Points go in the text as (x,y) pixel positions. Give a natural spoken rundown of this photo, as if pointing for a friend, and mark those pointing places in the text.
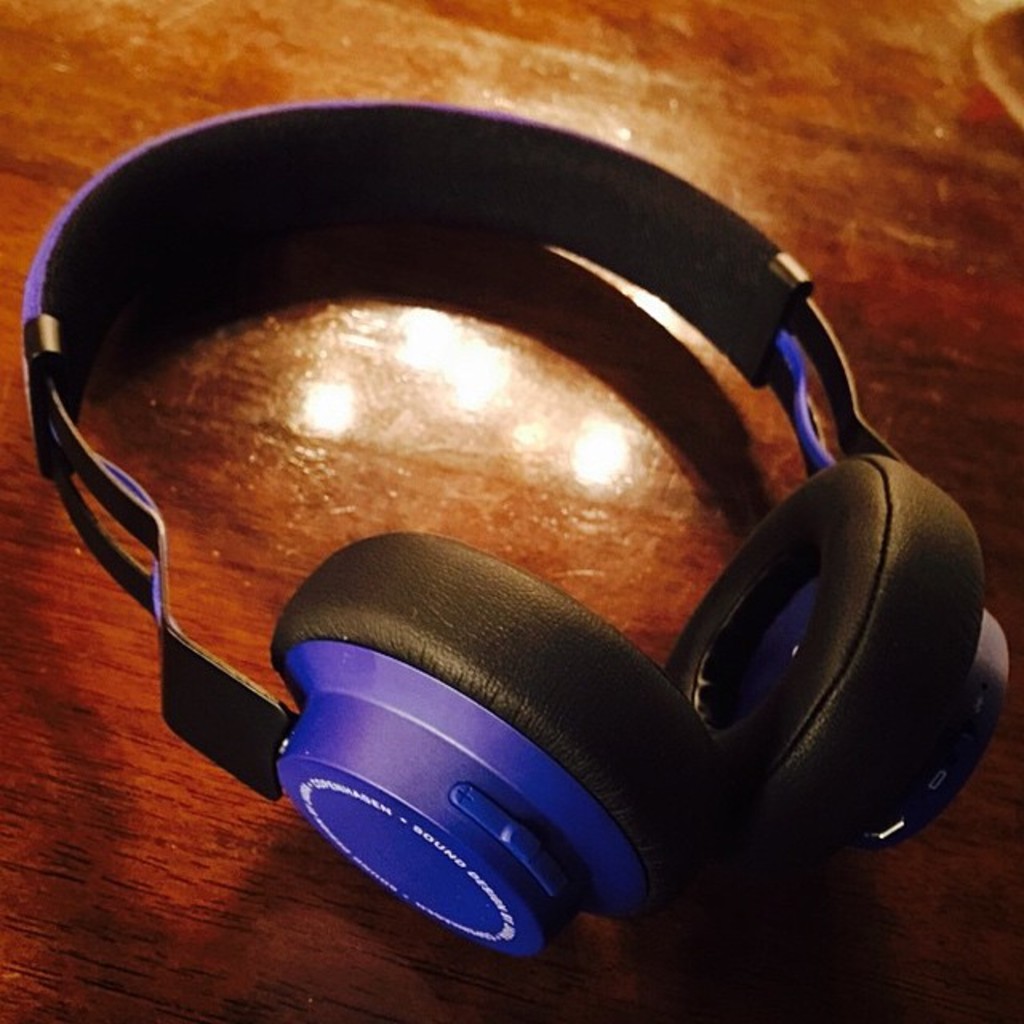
In the picture we can see an headset (386,792) placed on the wooden plank (406,308).
